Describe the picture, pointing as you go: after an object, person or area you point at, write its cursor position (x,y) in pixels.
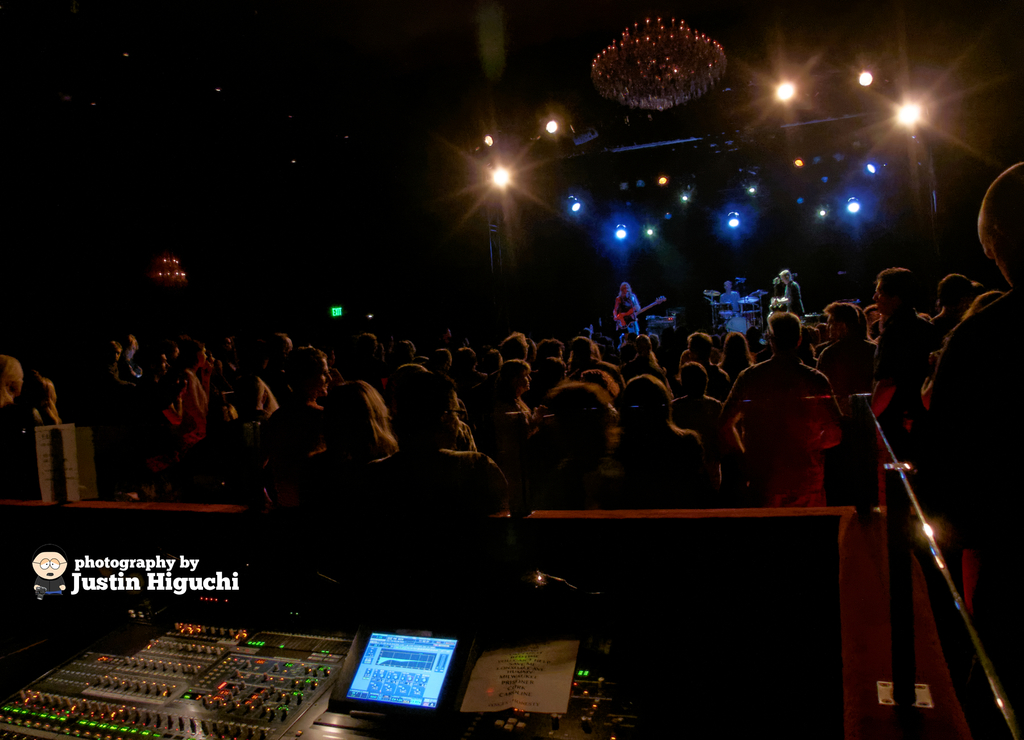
There is a mixing console (95,720) and a screen (439,677). People (495,389) are present. People (634,322) are performing at the back (625,310) playing musical instruments (745,300). There are lights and a chandelier (696,67) on the top (681,71).
